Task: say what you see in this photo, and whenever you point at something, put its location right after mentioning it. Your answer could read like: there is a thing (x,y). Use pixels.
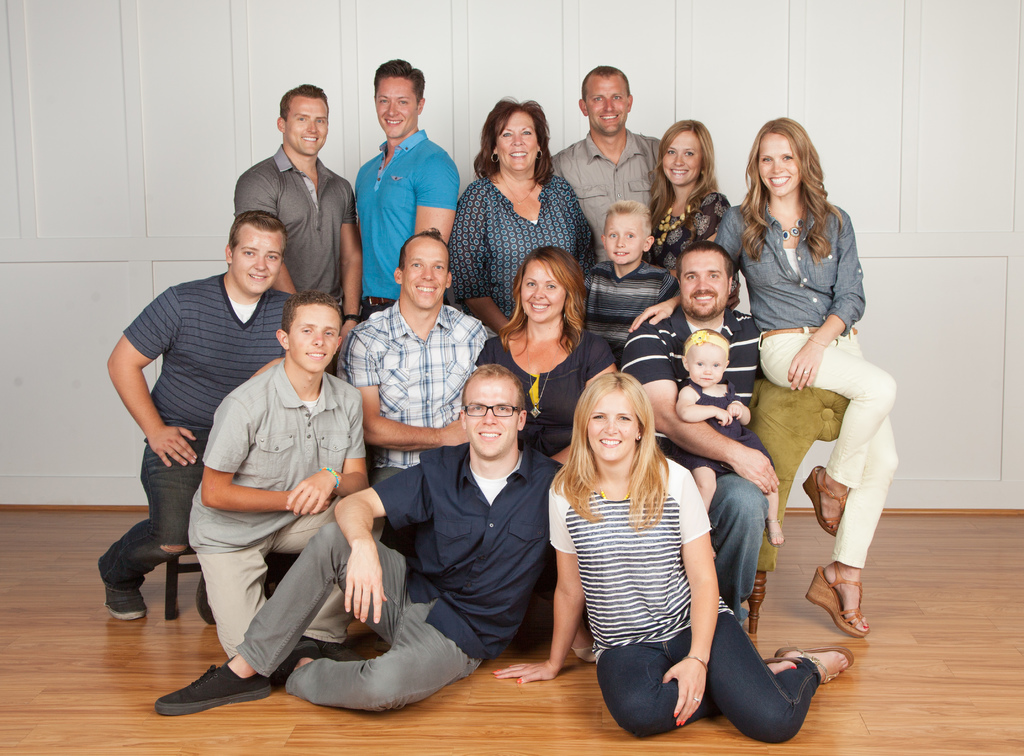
In this image we can see some people (456,311) with smiling faces (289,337) sitting on the couch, one man (247,334) with smiling face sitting on the chair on the left side of the image (176,493), one baby (710,358) with smiling face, one man (262,566) with a smiling face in kneeling position, two persons (620,705) with smiling faces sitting on the floor (526,709), some people (693,162) standing behind the couch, one man (711,442) holding a baby (699,369) on the right side of the couch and one white object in the background (954,419) looks like a wall (51,288).
